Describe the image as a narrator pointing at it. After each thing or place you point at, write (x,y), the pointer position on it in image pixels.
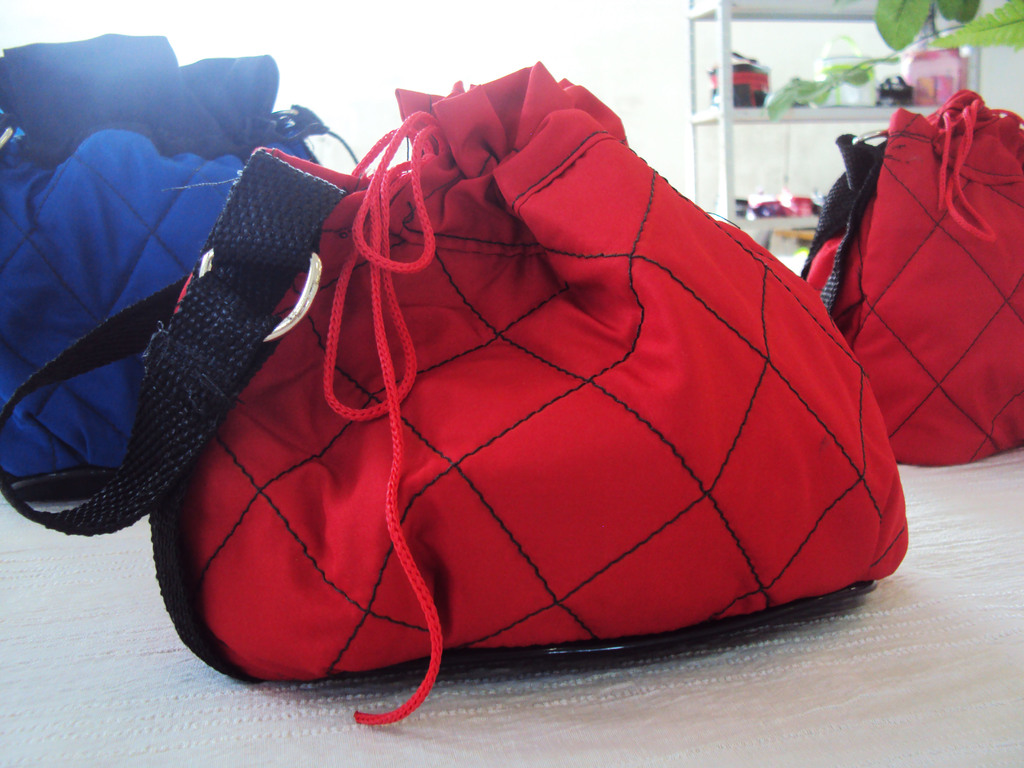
In this picture, we see three bags (684,367). Out of which two are red in color and the other is blue in color. Behind that, we see a rack (754,115) on which black and red bag (748,82), pink box (912,84) are placed on it.
